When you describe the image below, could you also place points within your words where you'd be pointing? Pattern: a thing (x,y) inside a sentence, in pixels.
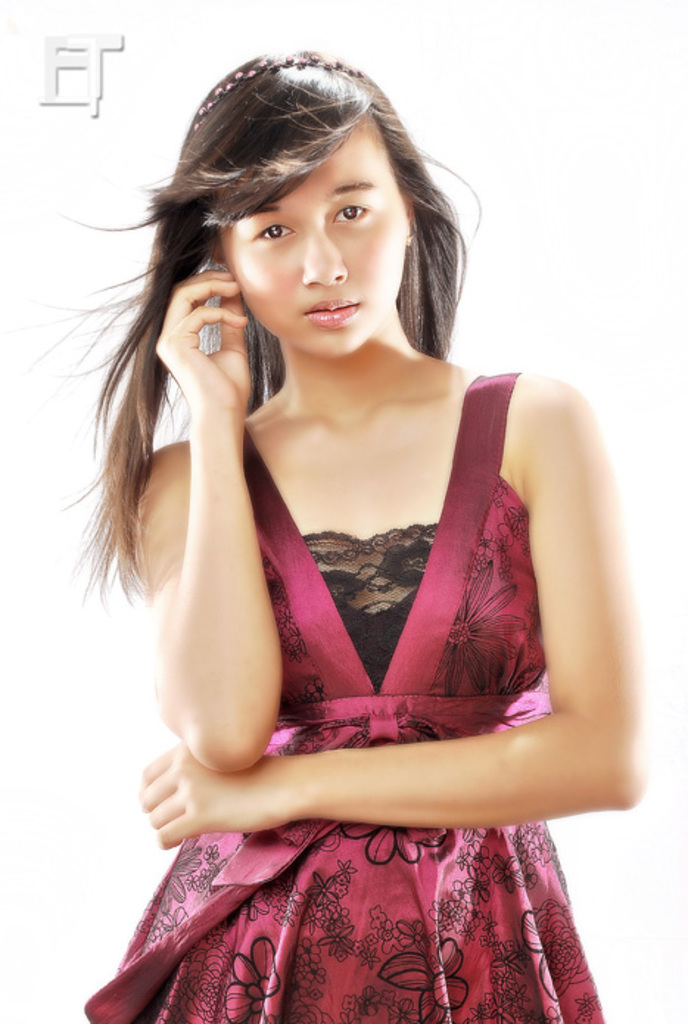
Background (641,444) portion of the picture is white in color. In this picture we can see a woman (594,808) wearing a dress (501,549). She is giving a pose and we can see a hair band (330,66) on her head (212,264).
